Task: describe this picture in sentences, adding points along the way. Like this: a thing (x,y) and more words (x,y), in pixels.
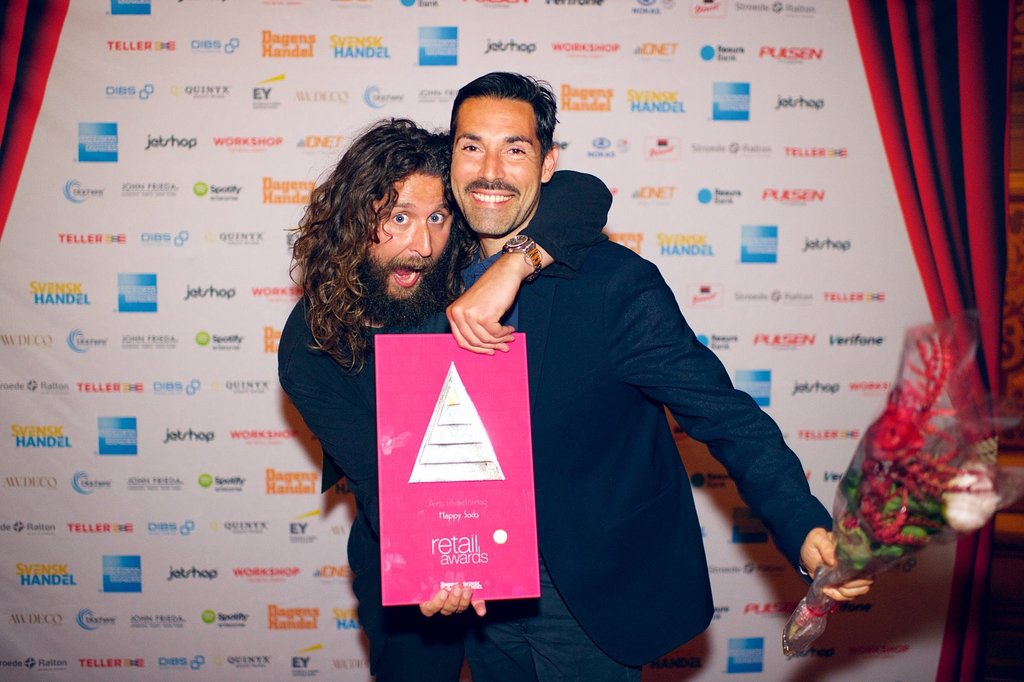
In the background (177,68), I can see some written text (212,90). In the middle of the image (508,346) I can see two people (543,289) are standing and holding the object (444,495). On the left (39,65) and right side of the image (885,148) I can see the curtains (940,84).
